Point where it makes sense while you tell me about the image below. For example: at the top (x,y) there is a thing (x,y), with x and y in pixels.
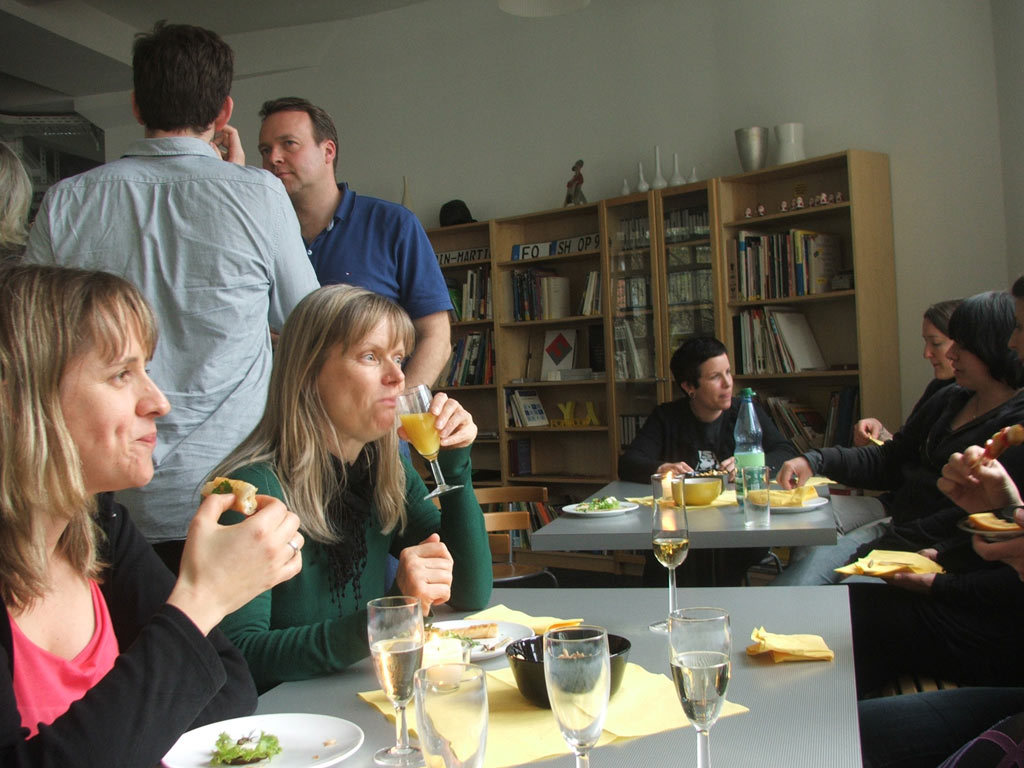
In this picture there are two women (312,463) sitting on the chair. There are two man (254,202) standing. There is a glass (582,653), bowl (531,670), food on the table (648,509). There is a plate (607,509) on the table (634,513). There is a bookshelf (671,257) in which books (731,248) are there.
